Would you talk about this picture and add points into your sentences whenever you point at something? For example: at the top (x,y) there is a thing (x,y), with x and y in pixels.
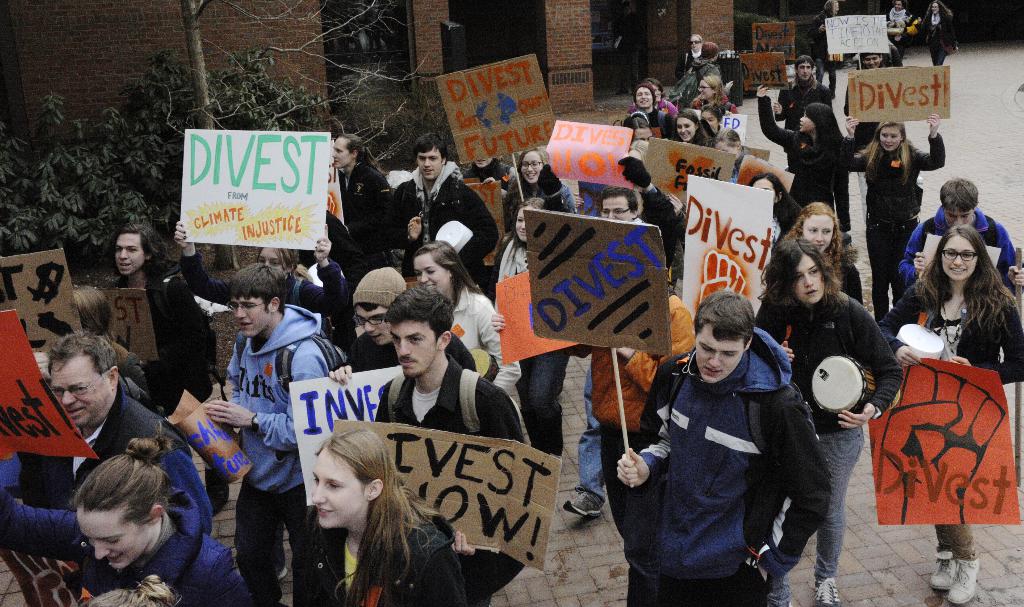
Here a man (737,305) is standing by holding a placard (629,310) in his hand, he wore a coat (741,432). Behind him there is a girl (822,546) walking. In the right side (947,571) a beautiful girl (966,569) is standing she wore spectacles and also holding a placard (906,420) in her hands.
